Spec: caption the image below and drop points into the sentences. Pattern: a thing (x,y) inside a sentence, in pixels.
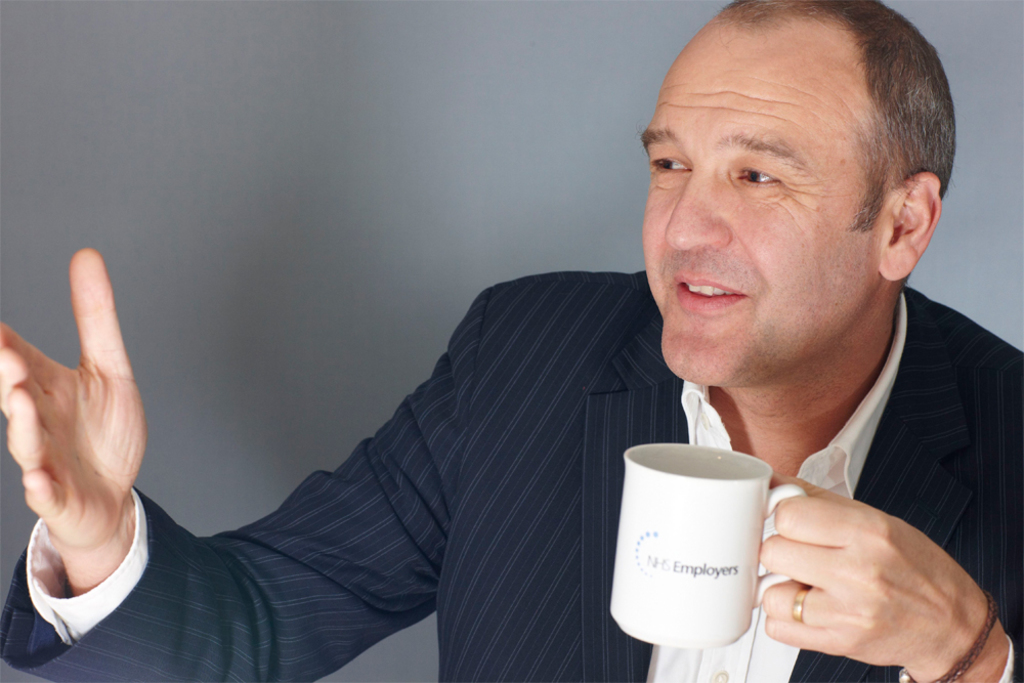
In this image I can see a person (677,303) smiling and holding the cup (727,529).
